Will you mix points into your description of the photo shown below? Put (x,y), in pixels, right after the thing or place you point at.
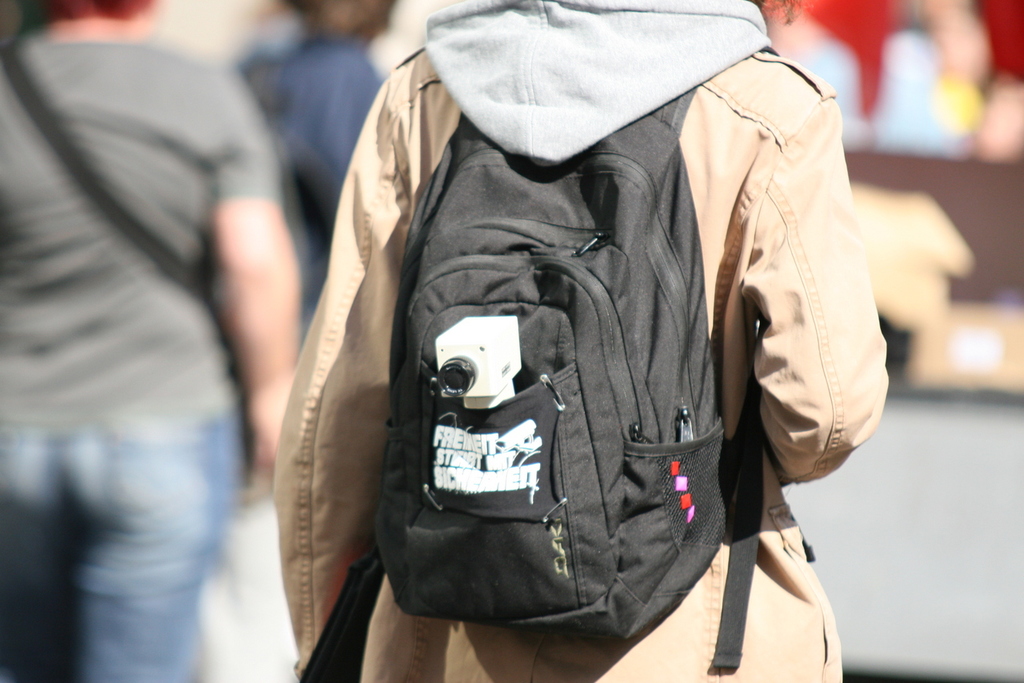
This image consists of people (6,238). In the middle (363,446) there is a person (781,355) who is hanging black color backpack (641,299), they are wearing sand color coat (796,378).
